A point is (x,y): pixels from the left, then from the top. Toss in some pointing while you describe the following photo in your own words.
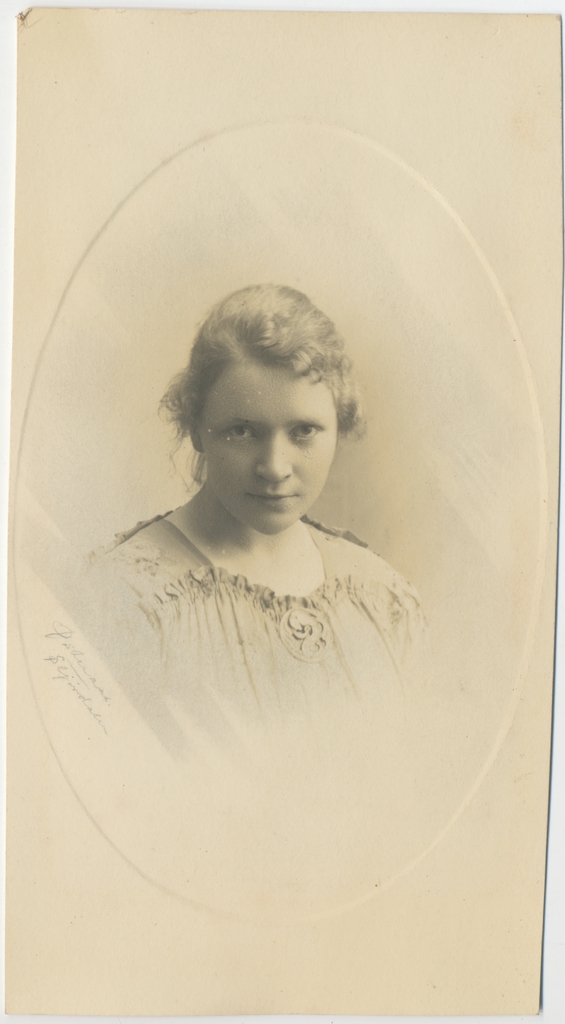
In this image, we can see a photo (245,192) of a woman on the paper (453,95).
